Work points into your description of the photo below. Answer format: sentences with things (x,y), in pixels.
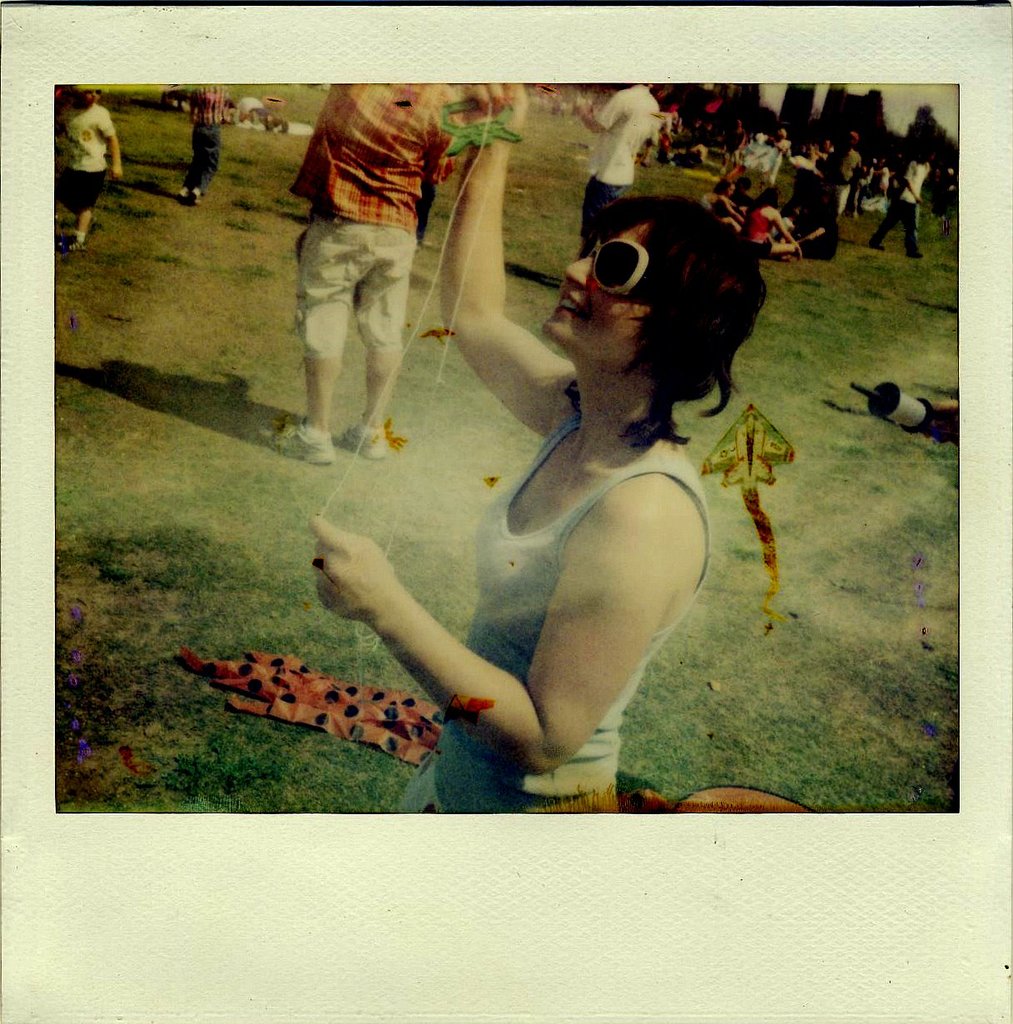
In this image there is a picture of few persons (702,297) on the grassland (789,633). Woman (517,664) wearing goggles (622,277) is holding thread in her hand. Before her there is a person (405,281) wearing a orange shirt (386,154) is standing on the land (292,405). Few kids (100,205) are walking. There are few persons (751,228) sitting on the grassland (768,268). There are few kites (274,694) on the ground (802,565). Few persons (950,205) are walking on the grassland (861,231).
